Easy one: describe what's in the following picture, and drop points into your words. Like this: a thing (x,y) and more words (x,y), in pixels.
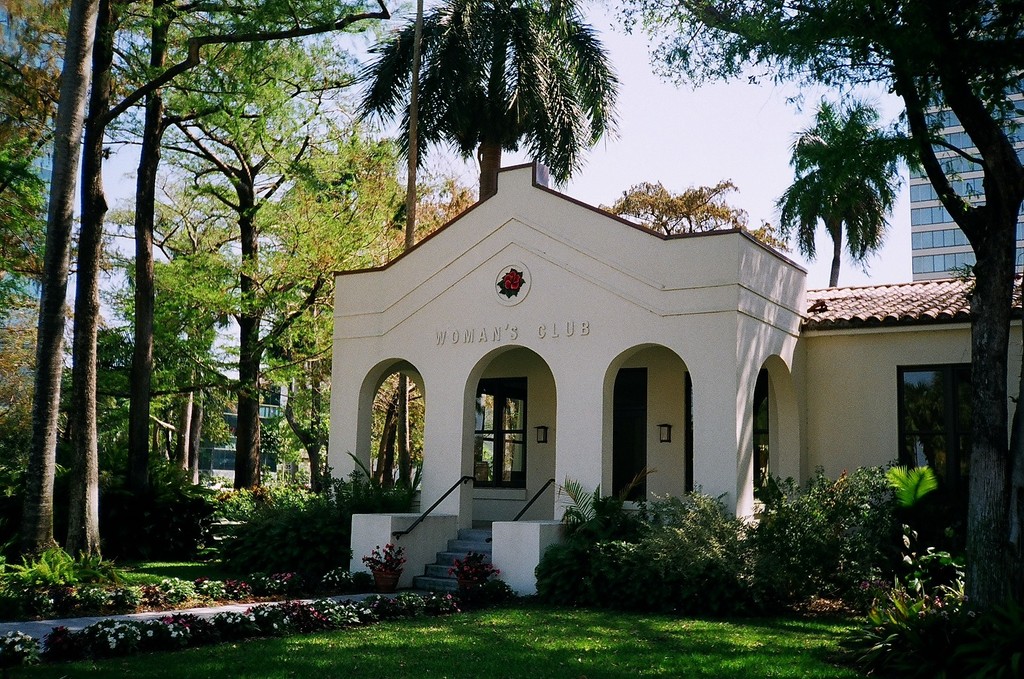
In this image I can able to see buildings (727,334), stairs (479,542), door (627,430), windows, plants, trees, flowers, grass (387,661) and in the background (679,143) there is sky (658,142).
